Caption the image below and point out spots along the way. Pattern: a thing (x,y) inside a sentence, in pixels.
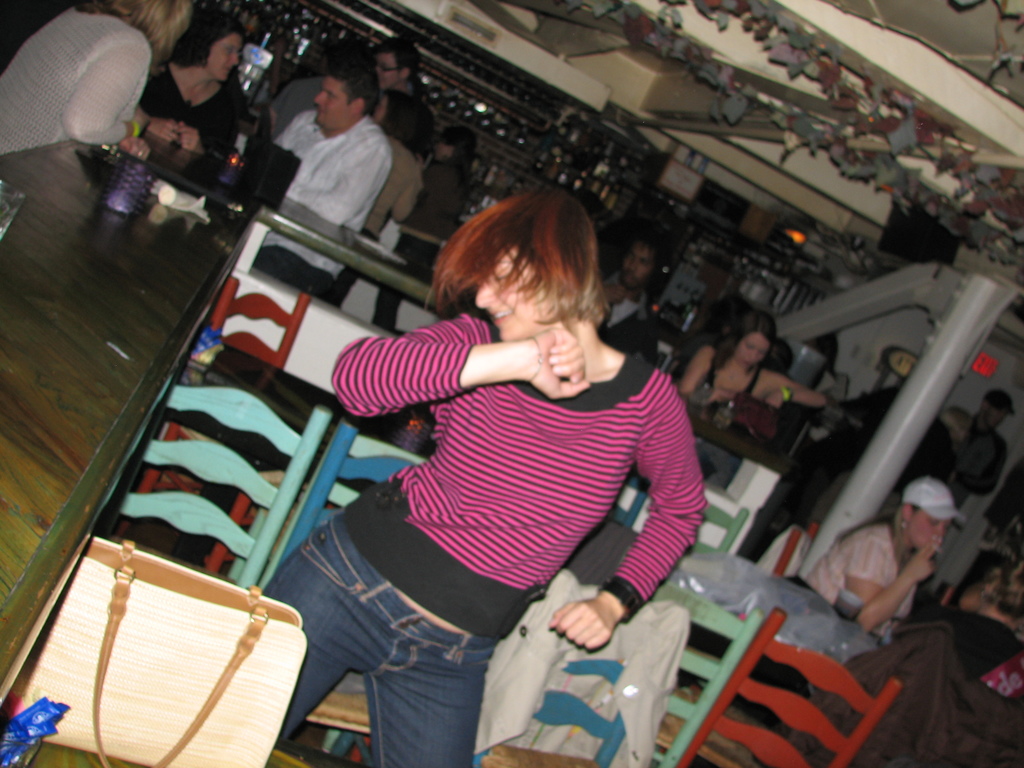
In this image we can see a woman (461,618) is dancing. She is wearing a T-shirt (464,509) and jeans (449,698). In the background (228,464), we can see tables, chairs (732,639), people (139,114), pole (971,300), racks (364,1) and roof (713,122). There is a bag (150,670) in the left bottom of the image (123,696). We can see so many objects (177,209) on the table (156,256).
